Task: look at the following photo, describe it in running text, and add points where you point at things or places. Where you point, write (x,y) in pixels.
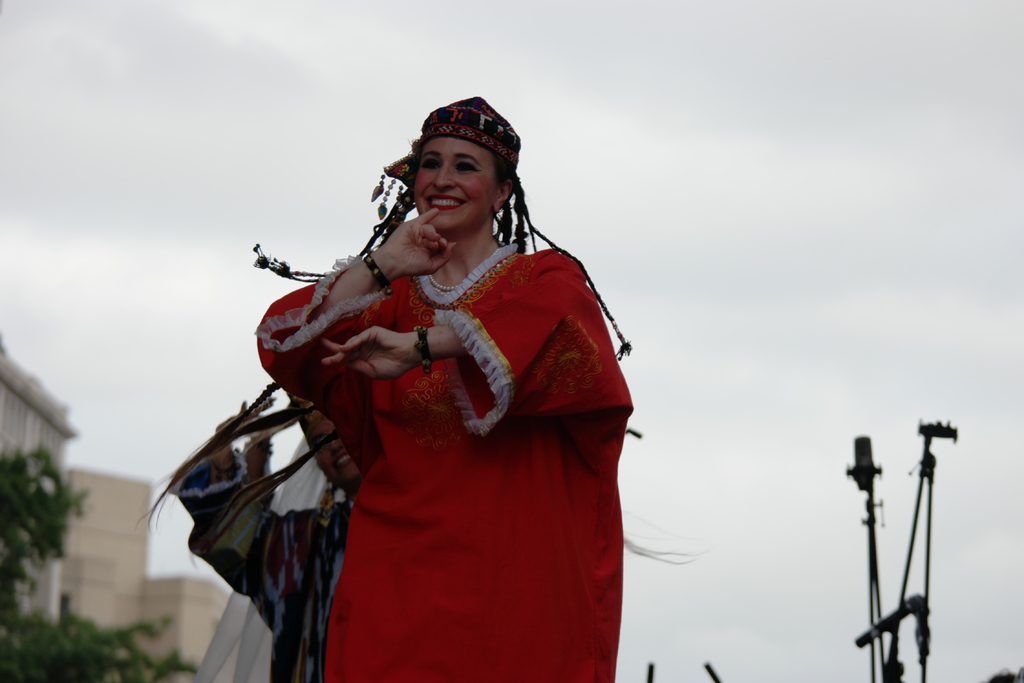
In the center of the image (518,333) there is a person (376,320) wearing a smile on her face (459,177). On the right side of the image (933,432) there is some object (946,429). On the left side of the image (136,600) there are buildings (136,600), trees (7,662) and sky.
